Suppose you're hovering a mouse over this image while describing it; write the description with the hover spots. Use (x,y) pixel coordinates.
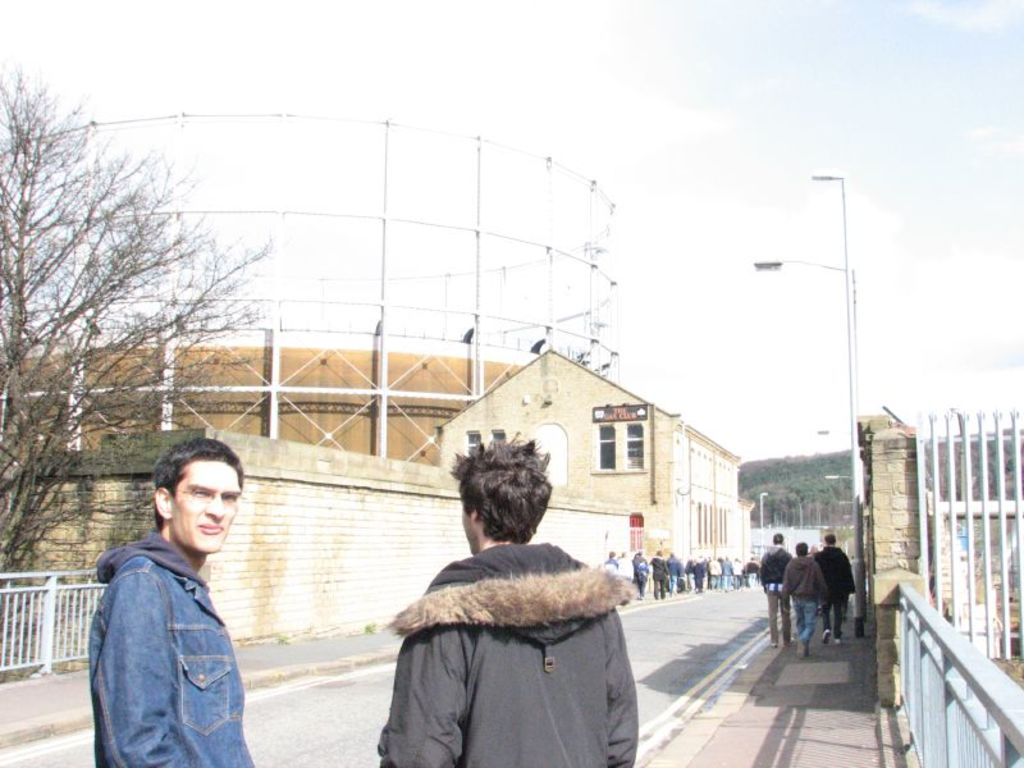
In the front of the image (456,601) there are two men (435,587) standing. In front of them there is a road (648,632). To the sides of the road (695,641) on the footpath (785,669) there are few people (752,585) walking. On the left side of the image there is a building (570,414) with walls (527,395), windows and roofs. And also there is a wall (300,522) and fencing (79,596). Behind the fencing (79,596) there are trees (98,423). On the right side of the image (885,622) there is a wall (868,473) and also there is a fencing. There are poles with street lights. At the top of the image (710,89) there is a sky (698,136).
